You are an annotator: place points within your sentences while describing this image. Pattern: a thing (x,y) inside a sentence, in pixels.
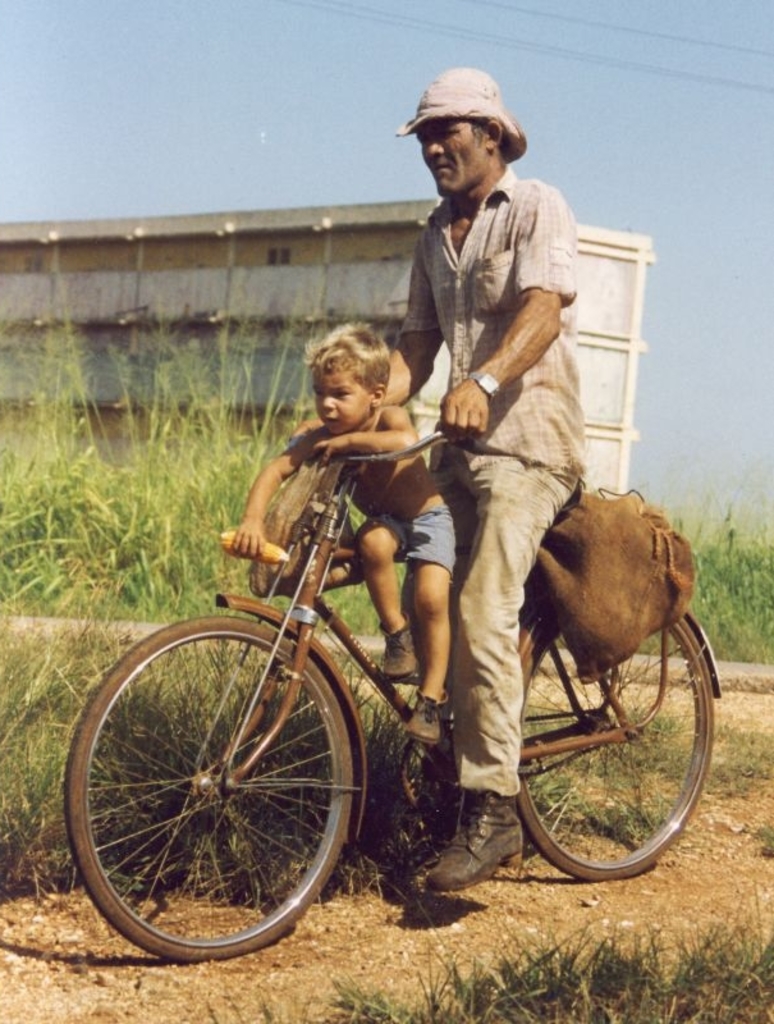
In this picture we can see man (425,105) riding bicycle (443,441) and boy (421,490) is sitting on bicycle (303,524) holding corn (267,553) in one hand (246,528) and in background (52,482) we can see grass (89,440), building (128,258), sky (215,170), wires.
